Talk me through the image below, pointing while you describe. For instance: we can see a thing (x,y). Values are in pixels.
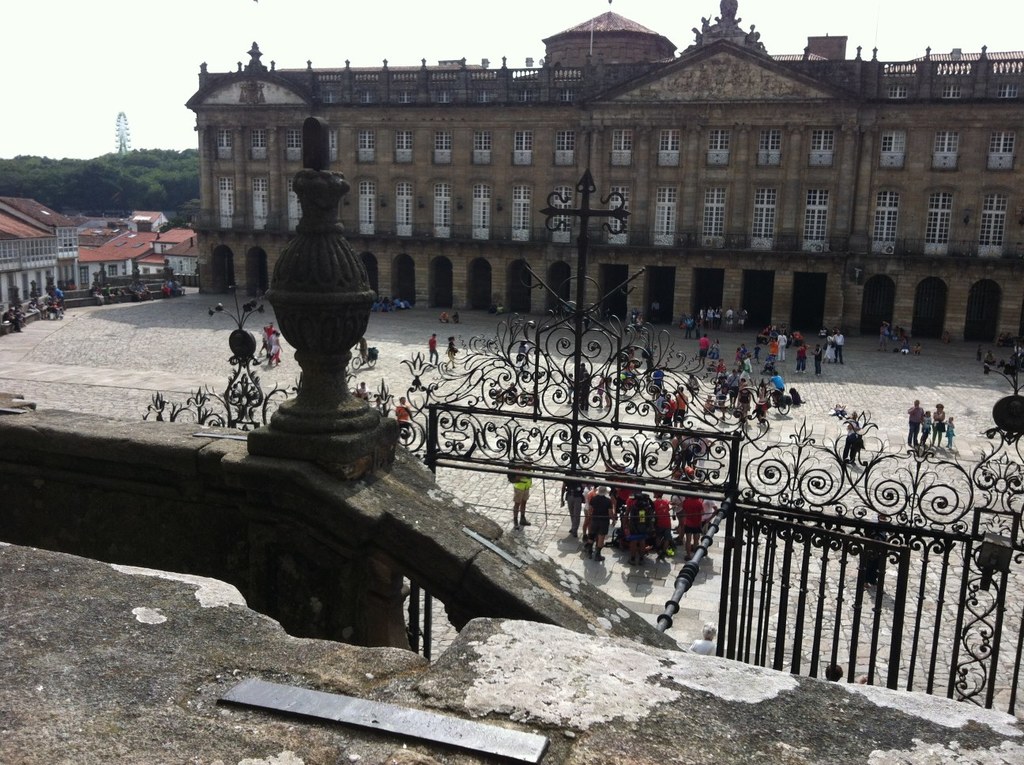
In the image we can see the buildings (268,151) and these are the windows (613,155) of the building (629,164). There are even people (744,368) around, wearing clothes (771,348). Here we can see fence (818,626), footpath (146,364), tree (139,176), tower (128,136) and a sky (98,53).
